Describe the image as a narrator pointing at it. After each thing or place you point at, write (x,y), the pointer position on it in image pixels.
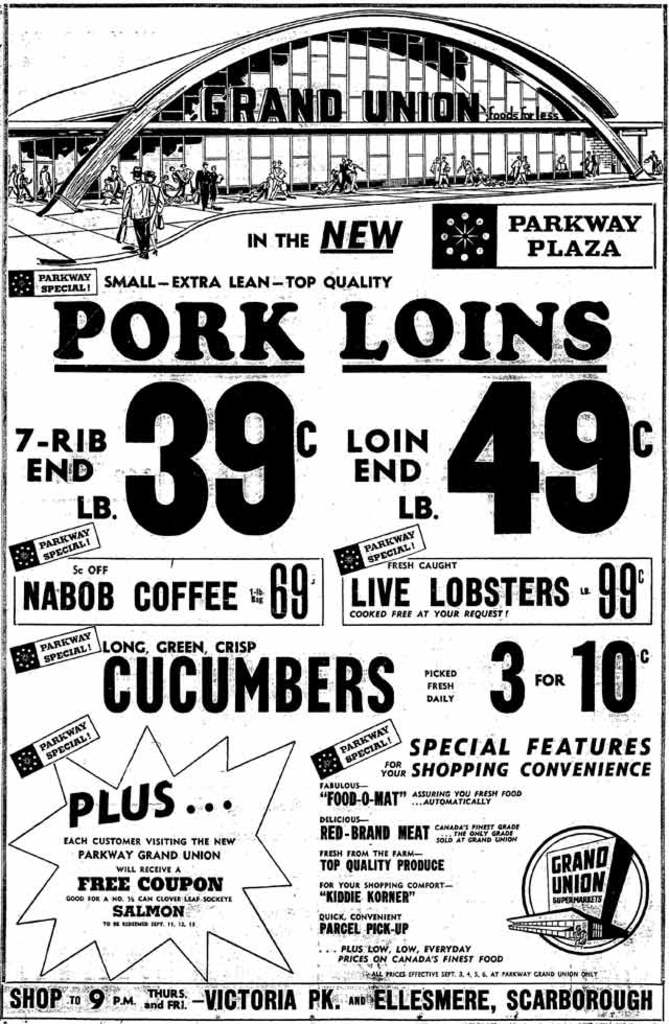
This is a black and white poster. There are texts (402,478) and numbers (564,433) written on it. At the top (349,121) we can see few person (119,176) are standing on the ground (49,218) and a building (254,65).
